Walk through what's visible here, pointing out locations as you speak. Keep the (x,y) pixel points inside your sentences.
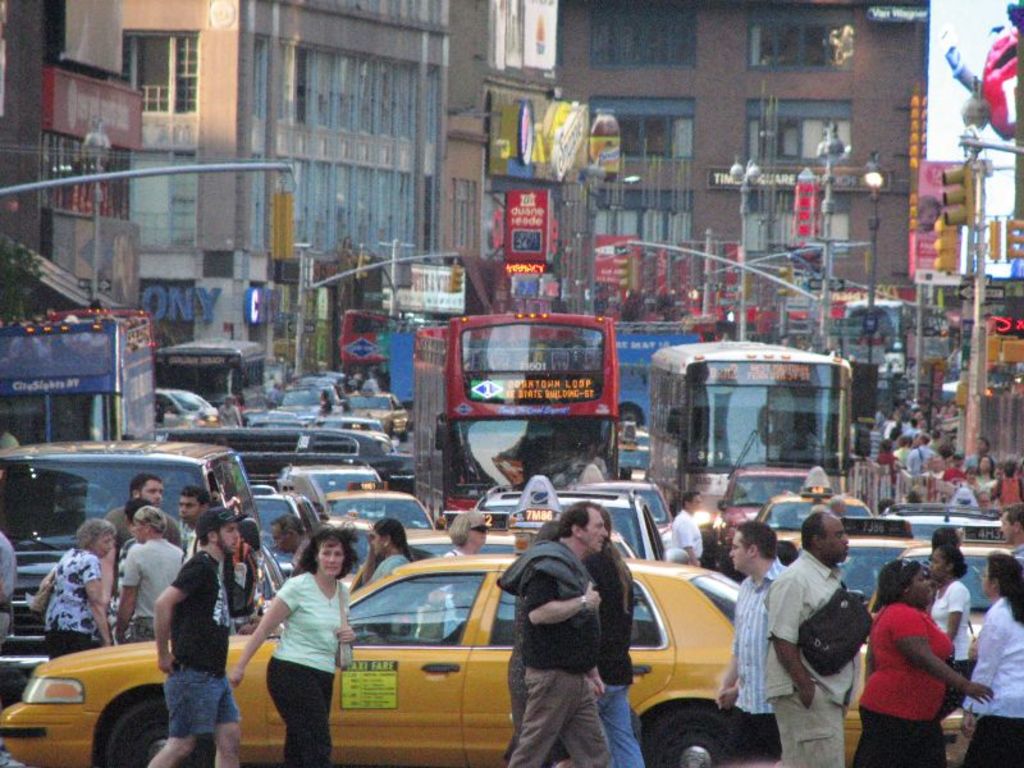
In the picture we can find a street (771,529). In that street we can find buildings (81,204), buses (555,410), cars (399,457), public (302,749) and a billboard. And we can also find some traffic lights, street lights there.
